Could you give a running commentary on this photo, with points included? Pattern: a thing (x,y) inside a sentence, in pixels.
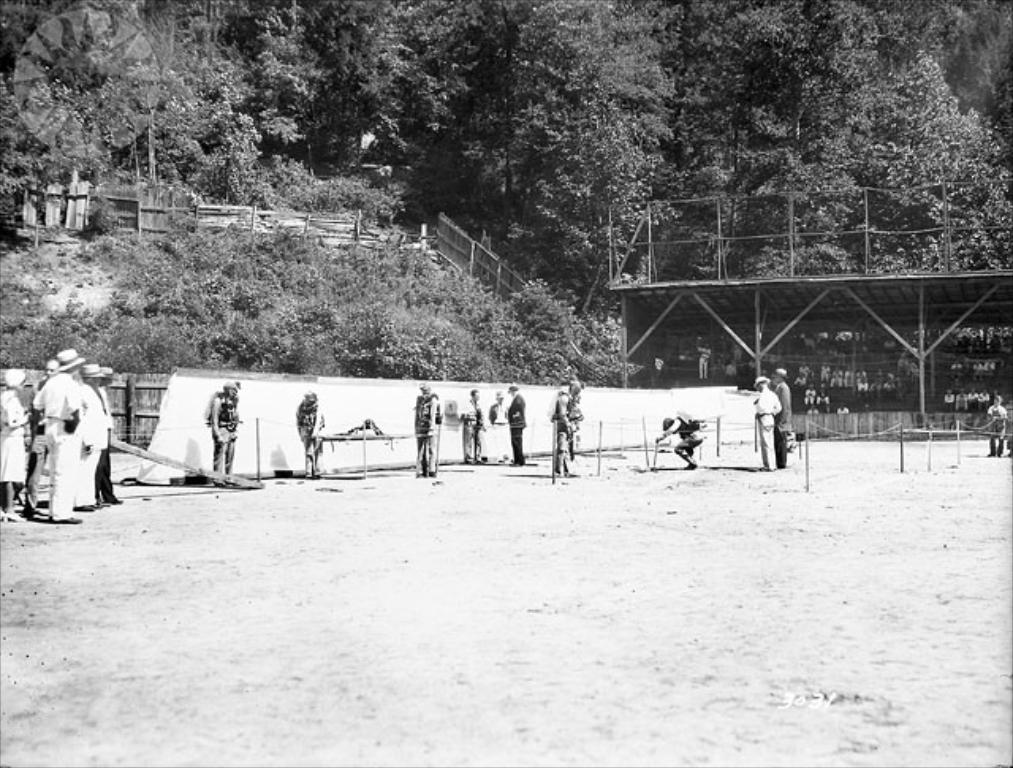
In this image I can see group of people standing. I can also see few people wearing caps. Background I can see trees (704,268) and a grandstand (832,308), and the image is in black and white.
